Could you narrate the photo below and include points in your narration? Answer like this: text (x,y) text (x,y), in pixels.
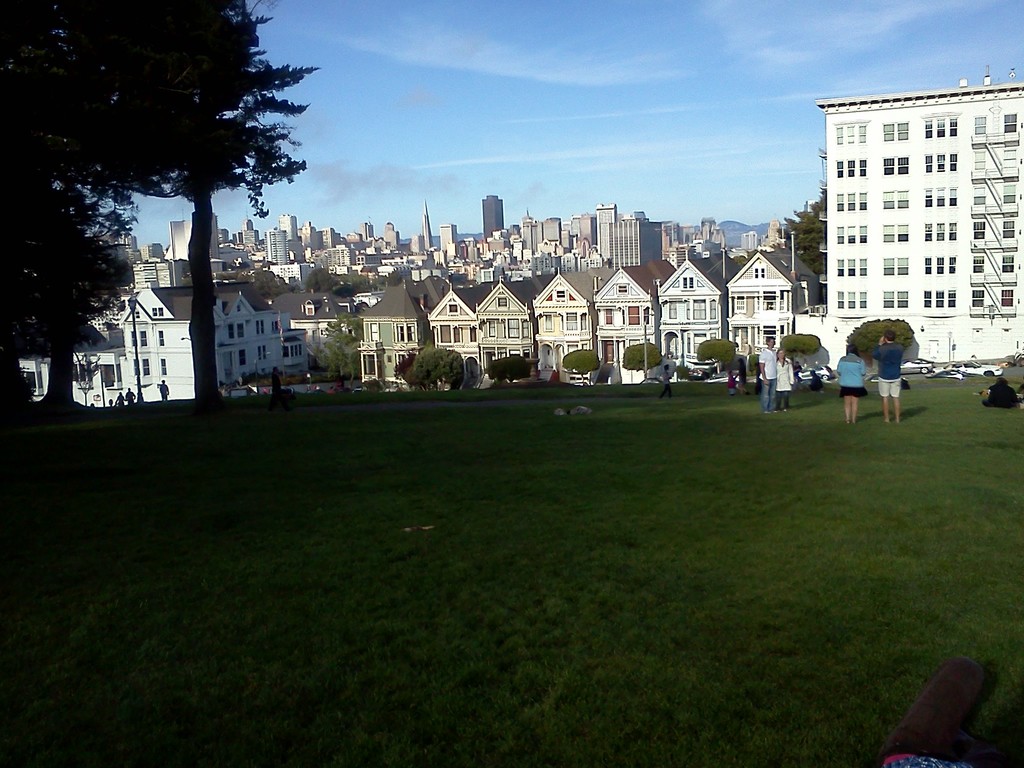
In this picture there are people (892,381) on the right (843,382) and left side of the image (279,381), on the grassland (446,426) and there are buildings (328,240), trees (341,356), and cars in the background area of the image (384,303), there is sky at the top side of the image (336,31).
